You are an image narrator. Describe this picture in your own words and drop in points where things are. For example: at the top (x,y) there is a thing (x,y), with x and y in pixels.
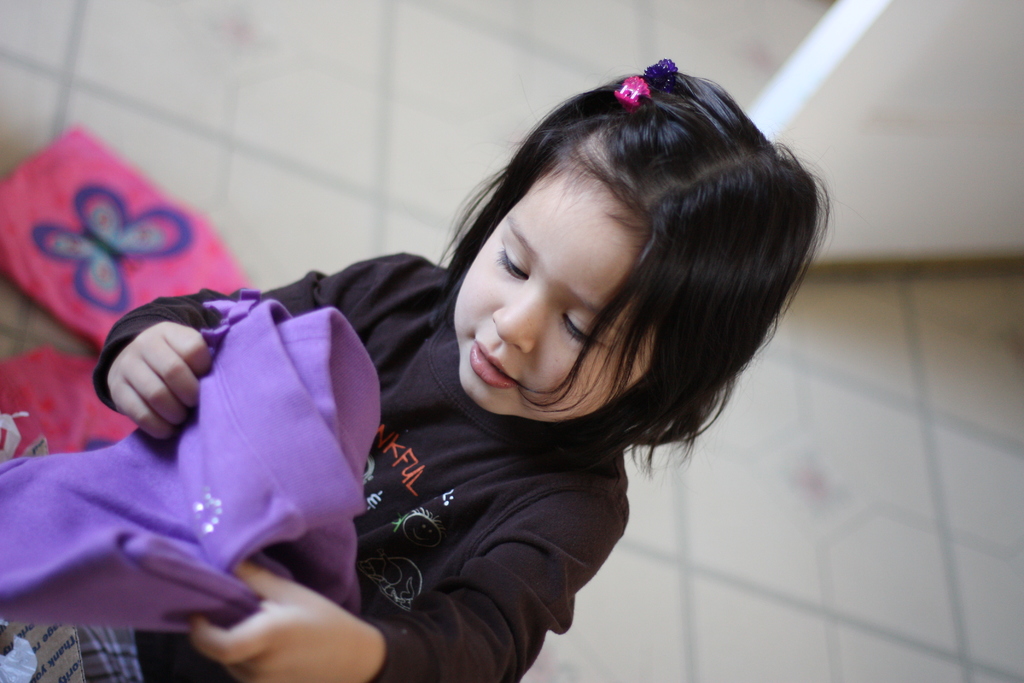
In this image I can see a baby girl (488,469) wearing black color dress (409,530) is holding a purple colored cloth (278,511) in her hand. I can see the floor (311,140), a pink colored cloth (172,213) on the floor (352,115) and a wall (854,68) in the background (881,74).
